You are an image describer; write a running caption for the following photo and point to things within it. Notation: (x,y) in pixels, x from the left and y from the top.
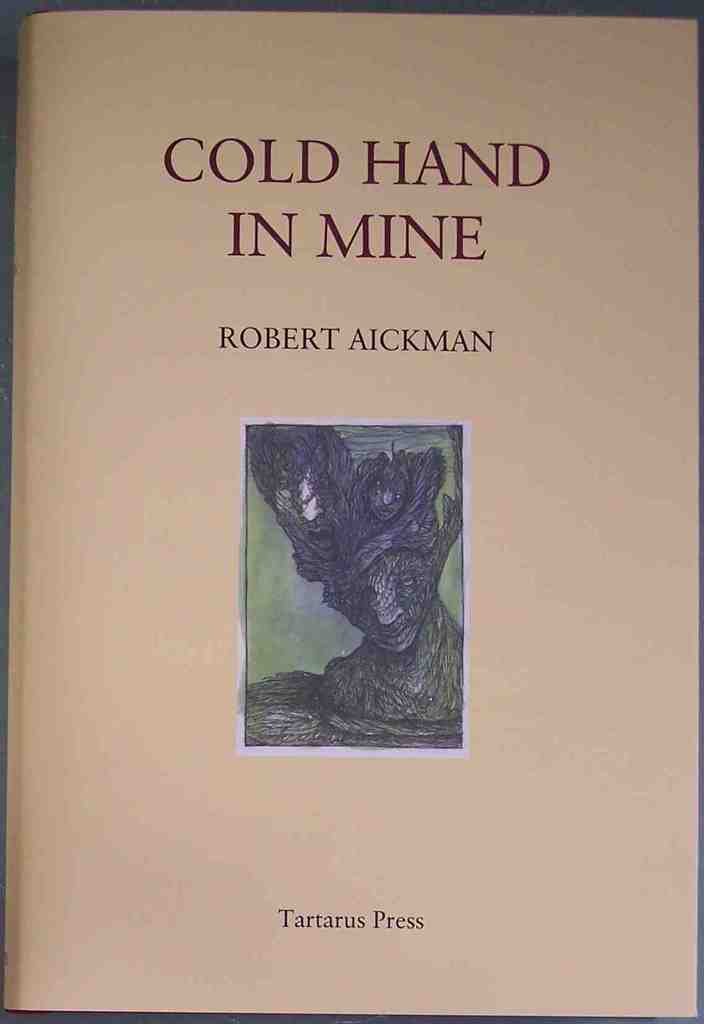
In the foreground of this image (672,325), there is paper like an object (541,377) on which there is some text (409,215) and an image (352,667) in the middle (352,667).
